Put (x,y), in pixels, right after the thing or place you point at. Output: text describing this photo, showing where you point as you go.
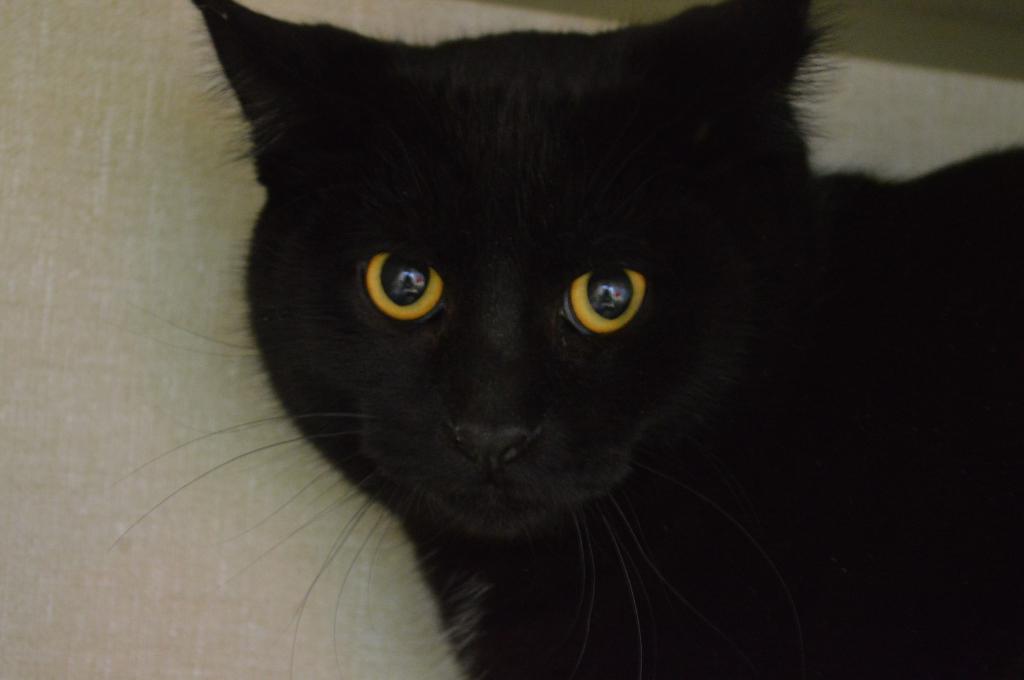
In this image, we can see a black cat (632,221). We can also see the background (193,279).
